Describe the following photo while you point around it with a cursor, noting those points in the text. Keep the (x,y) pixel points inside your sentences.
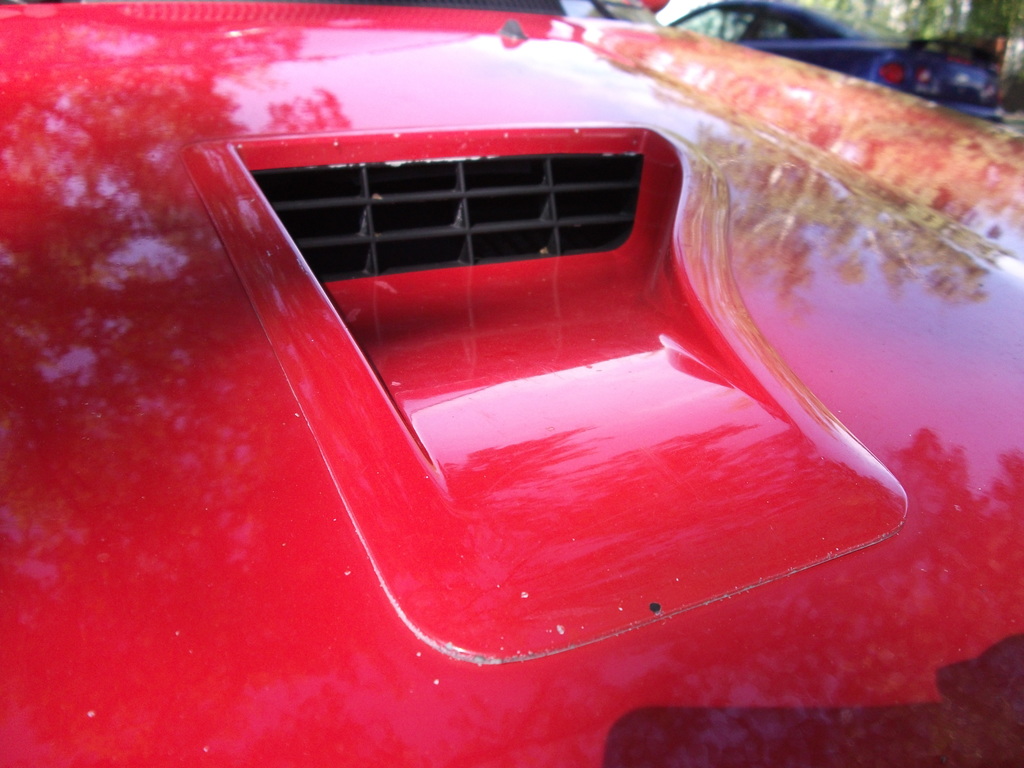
In the image we can see there are two vehicles (858,134), red and blue in color. The background (971,15) is blurred.
